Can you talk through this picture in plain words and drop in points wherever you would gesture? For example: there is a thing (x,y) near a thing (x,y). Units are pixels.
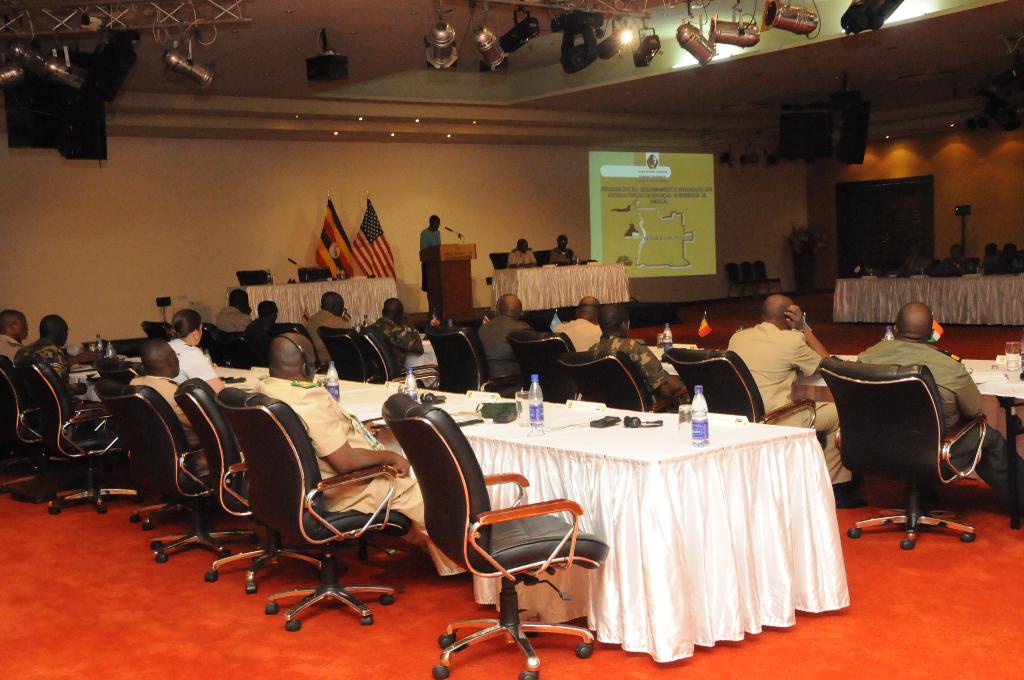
In the image we can see there are people (29,357) who are sitting on chair (924,393) and there is a man (422,273) who is standing in front of a podium (461,273).
